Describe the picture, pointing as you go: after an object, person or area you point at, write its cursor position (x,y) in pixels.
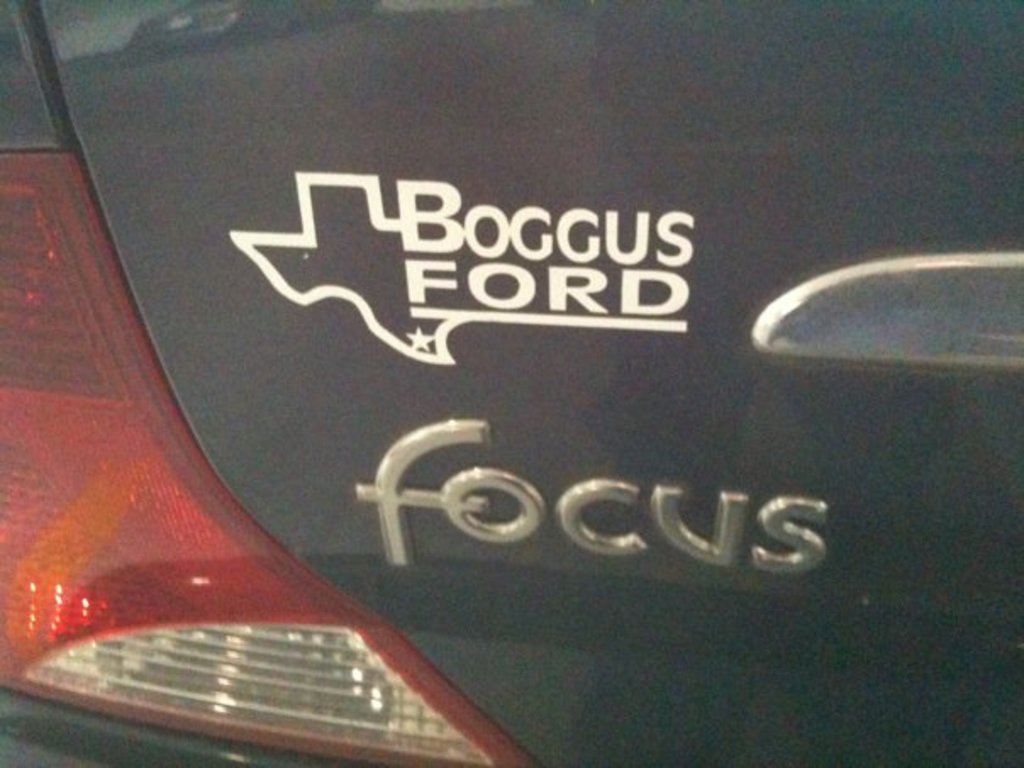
In this picture there is a black car (899,545). In the center (427,348) i can see the sticker (434,246) and company's name (634,289). On the left (263,613) there is a light (160,509).
